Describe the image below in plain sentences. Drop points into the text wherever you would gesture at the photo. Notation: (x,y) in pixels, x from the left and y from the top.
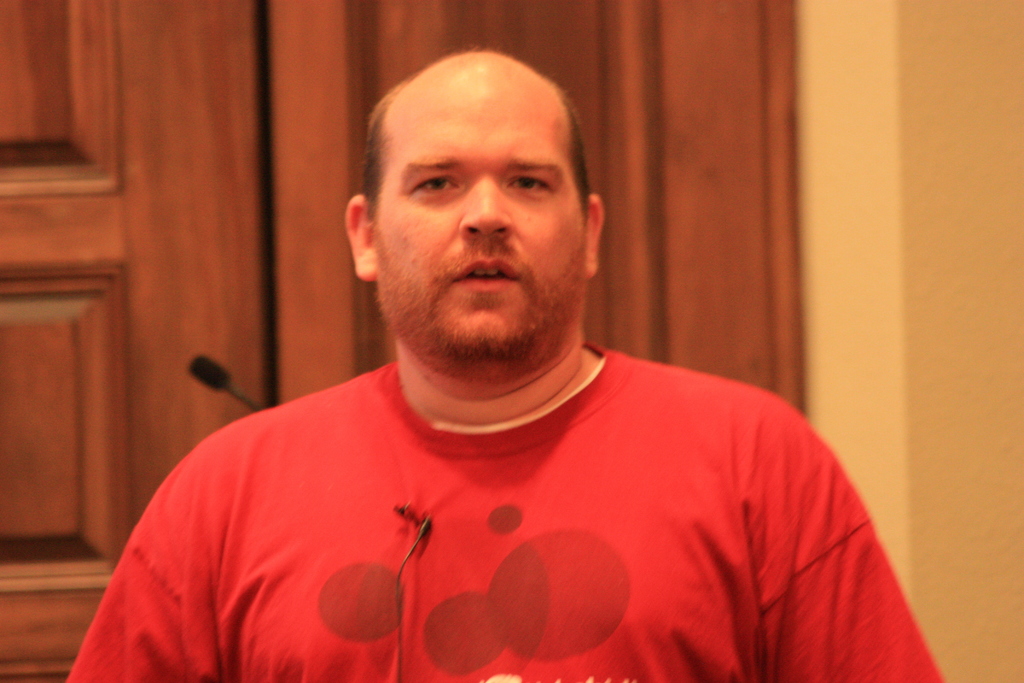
In the center of the image (586,432) we can see a man (569,435) wearing a red shirt (397,519). In the background (214,428) there is a mic (205,374), door (275,93) and a wall (937,248).
